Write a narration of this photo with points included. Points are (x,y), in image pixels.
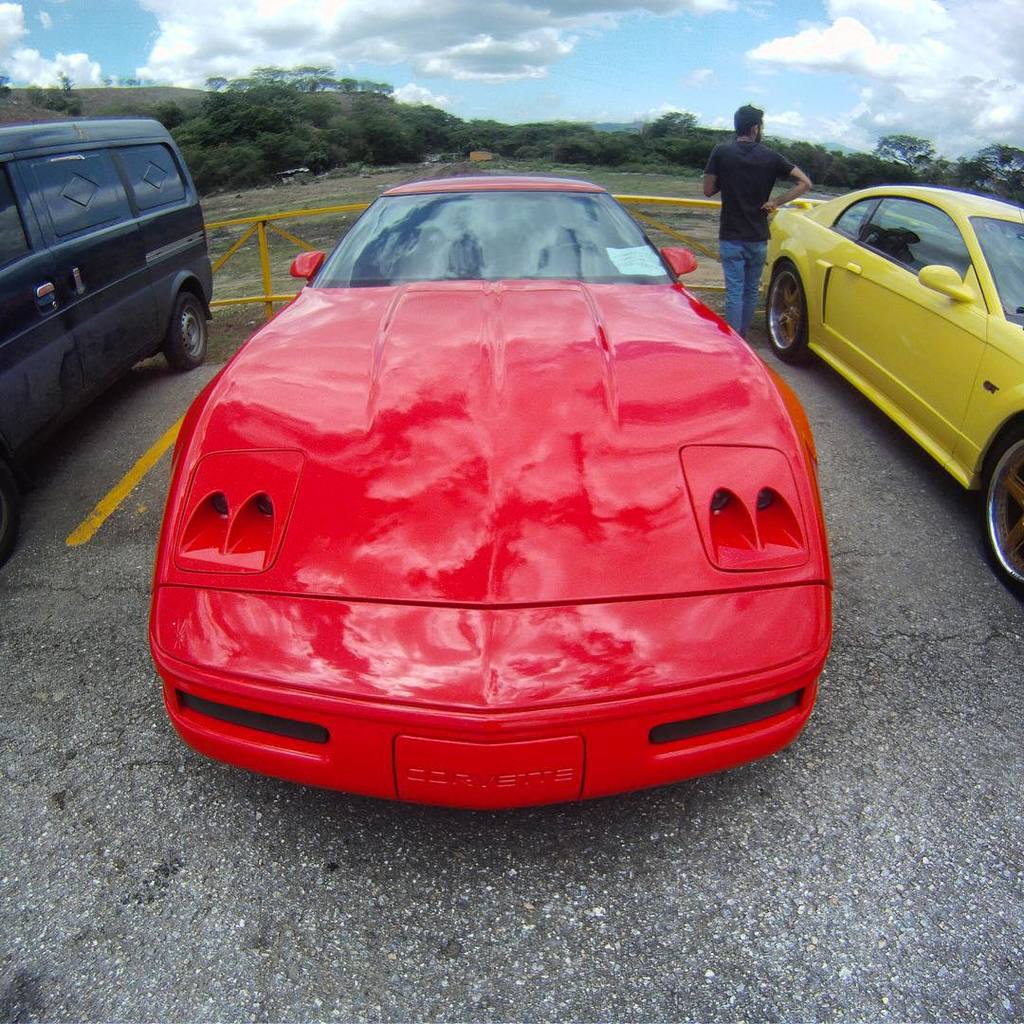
In this image, we can see three vehicles (530,424) are parked on the path (502,909). Here a person (756,257) is standing. Background (362,211) we can see fence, trees (328,94), plants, ground (398,177) and cloudy sky (995,27).
